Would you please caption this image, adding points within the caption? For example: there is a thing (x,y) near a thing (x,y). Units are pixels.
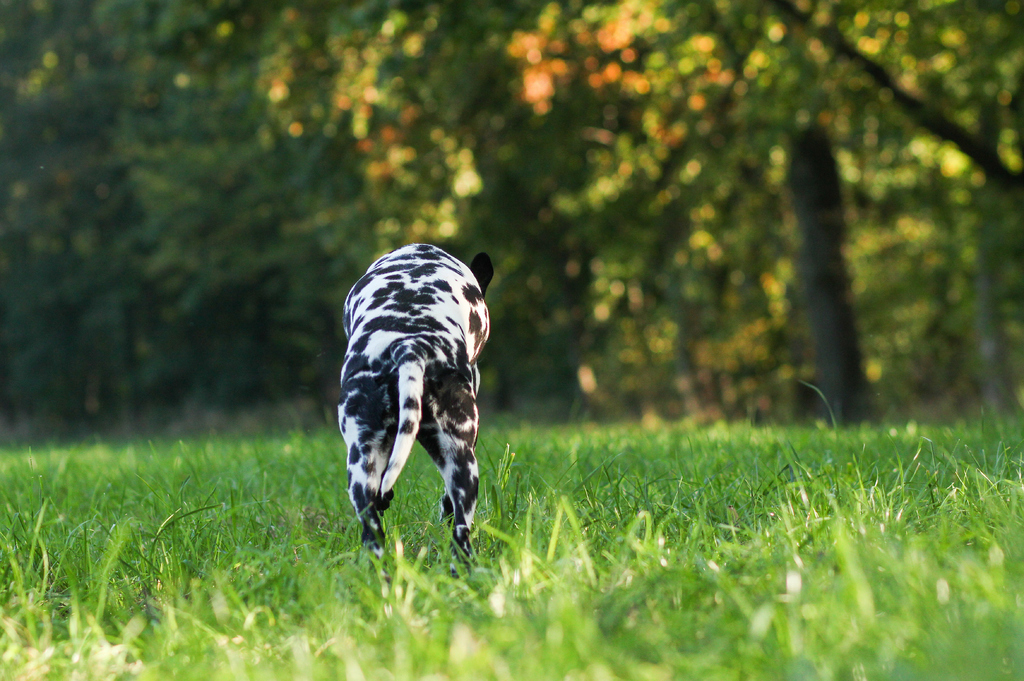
This image consists of an animal (426,440). At the bottom (420,624), there is green grass (177,663). In the background (518,392), there are trees (518,392).
